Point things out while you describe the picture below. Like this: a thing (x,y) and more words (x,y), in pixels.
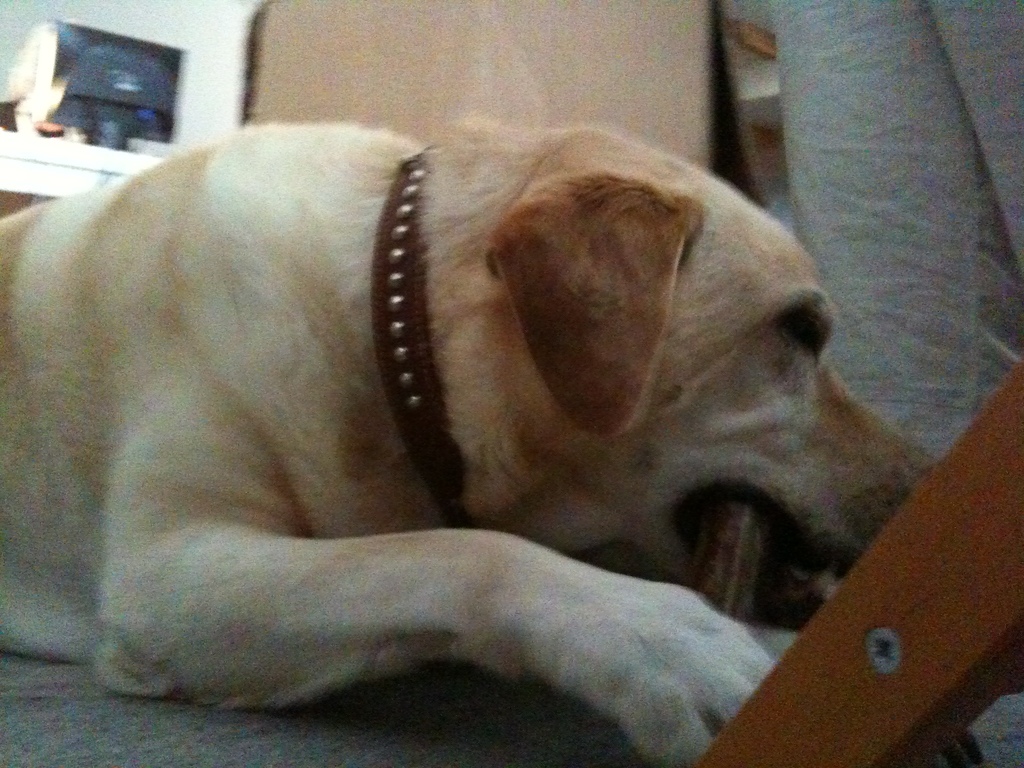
In this image I can see a cream colour dog (307,526) and I can also see brown colour belt (433,471) around the dog's neck (440,301). On the top left side of this image (134,112) I can see few stuffs (153,107).
